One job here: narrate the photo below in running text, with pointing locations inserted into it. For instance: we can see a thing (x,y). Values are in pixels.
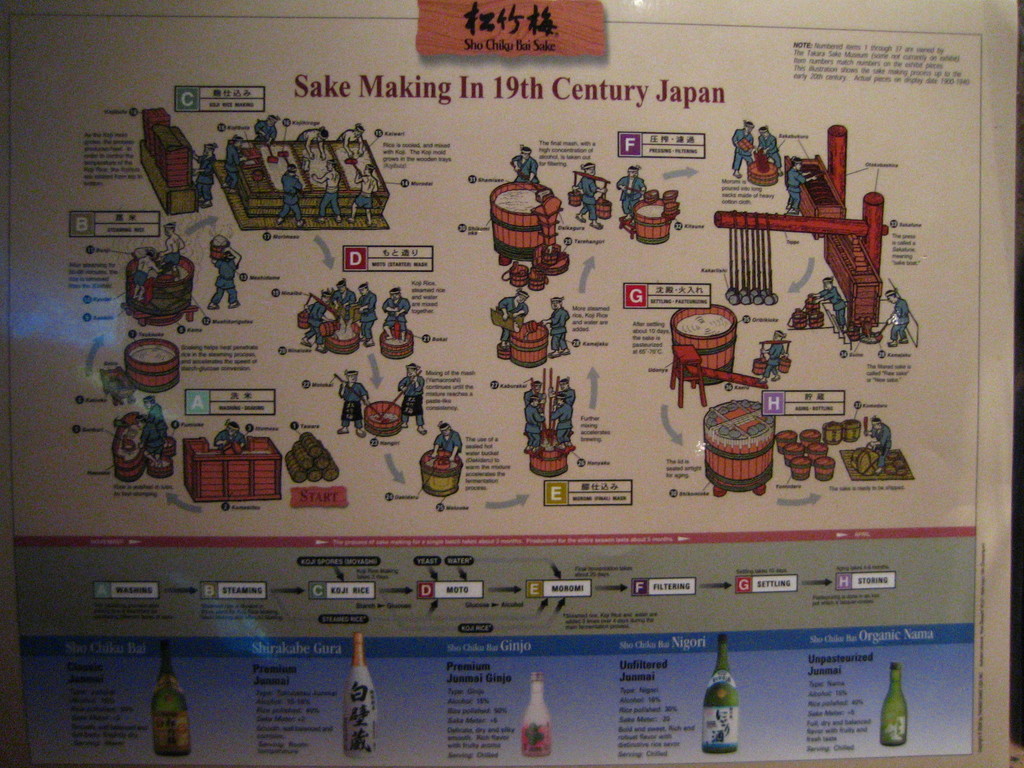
In this image, we can see a poster (227,403) with some images (249,162) and text (635,84).
